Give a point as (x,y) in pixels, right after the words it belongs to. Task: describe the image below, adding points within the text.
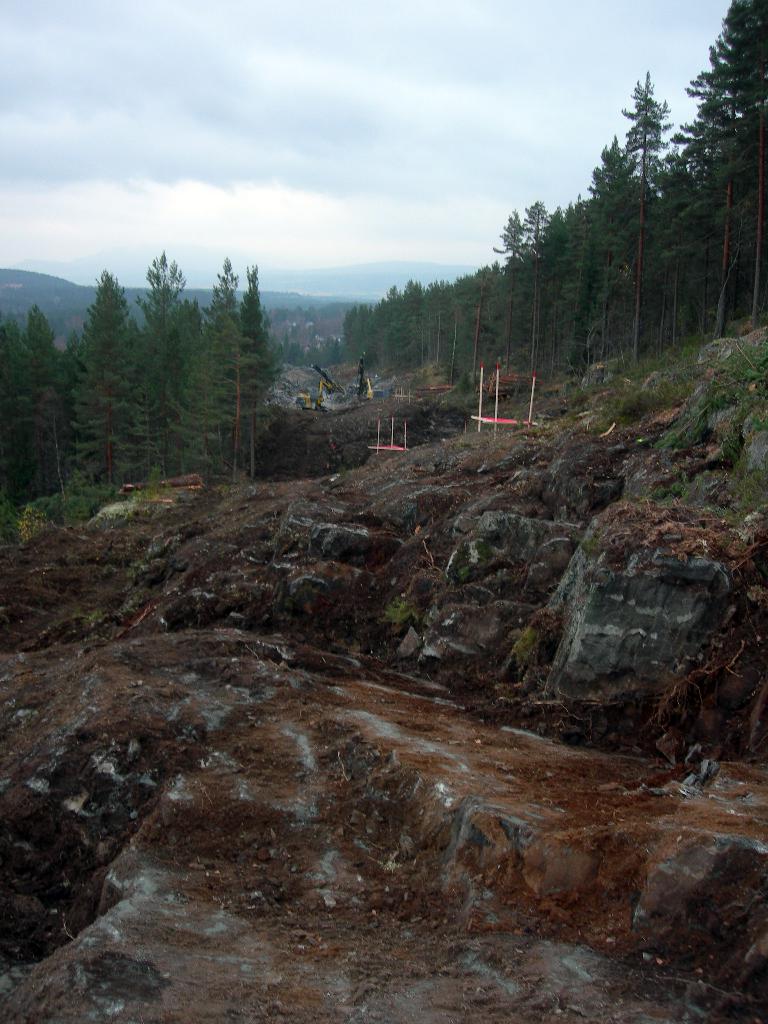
In this picture, we can see the ground (466,668), grass (522,429), poles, cranes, trees (299,359), mountains (1,304), and the sky (214,182) with clouds (302,191).
